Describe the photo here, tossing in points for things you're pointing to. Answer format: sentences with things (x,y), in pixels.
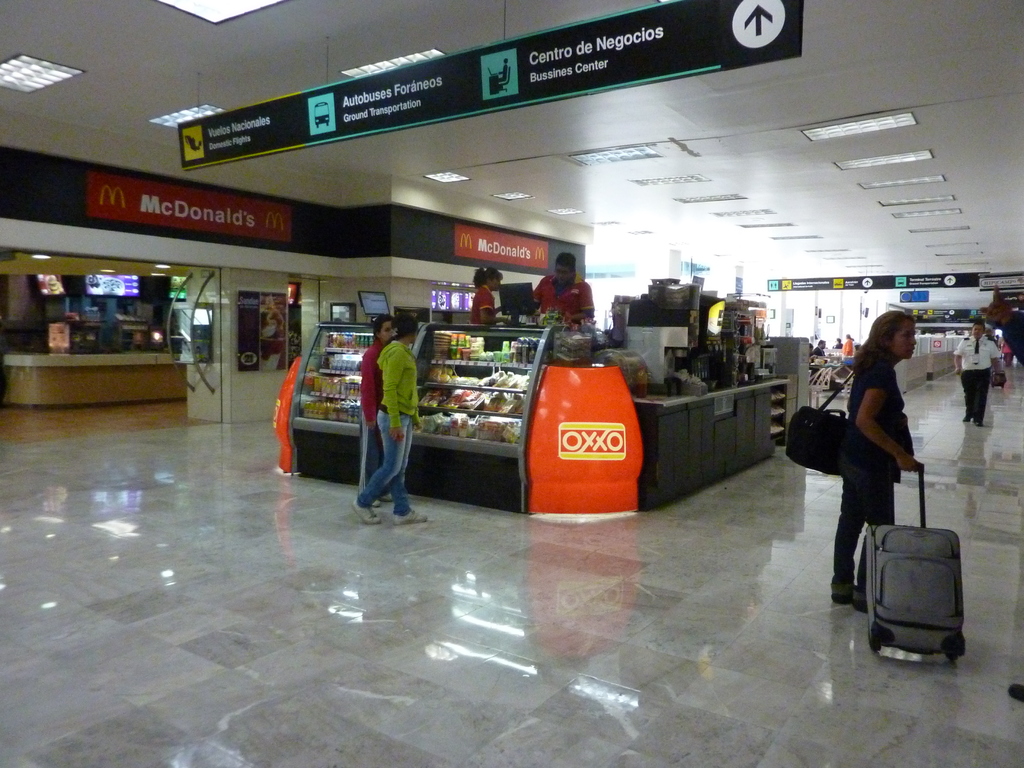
in the given image we can see there are many people (399,368) around. This is a shop (217,324) on which it is written McDonald. The woman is carrying a luggage bag (915,606) in her hand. This is a light (59,76) and floor (85,645).
